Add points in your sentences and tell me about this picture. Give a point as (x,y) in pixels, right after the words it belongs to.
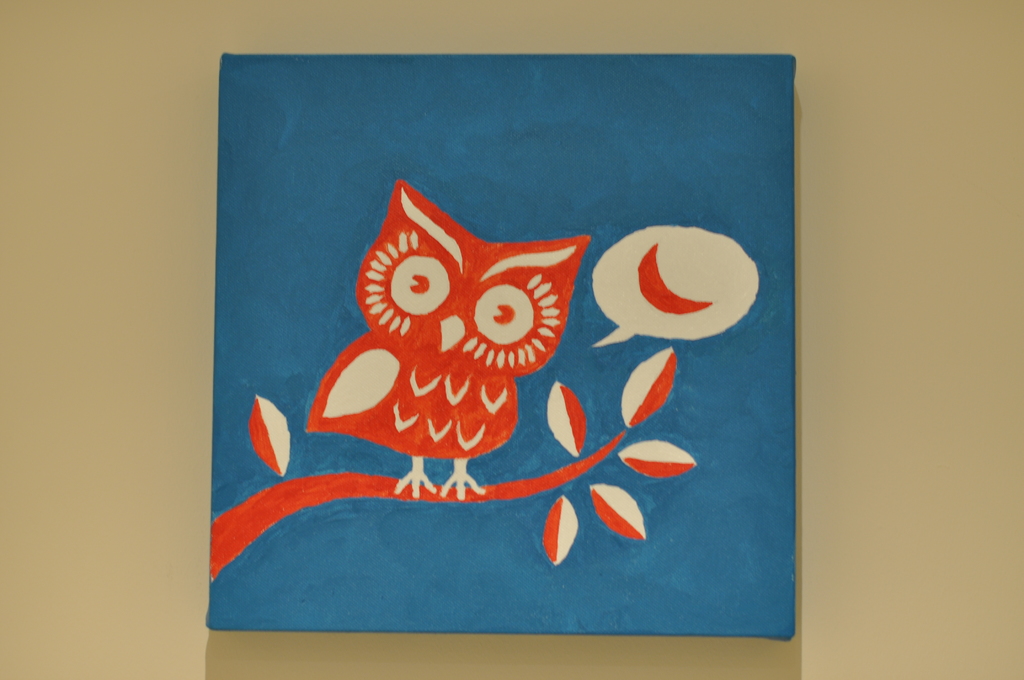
In this image, I can see a wall painting (545,296) on a wall (570,13). This picture might be taken in a room (325,384).
